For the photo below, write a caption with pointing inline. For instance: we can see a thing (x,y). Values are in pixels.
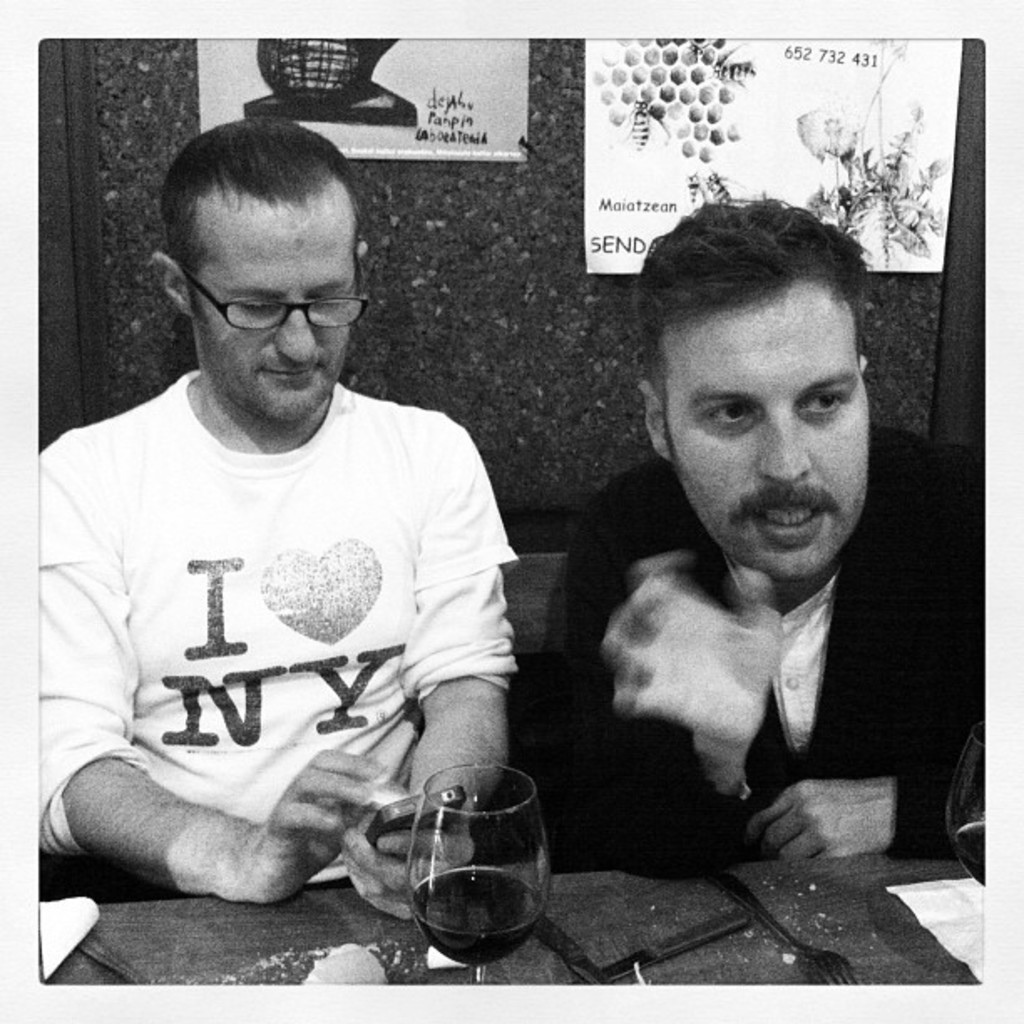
This is a black and white picture. In this picture, we see two men (704,677) are sitting on the chairs (561,610). The man (624,565) on the right side (740,667) is trying to talk something. In front of them, we see a table (346,916) on which spoons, forks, tissue papers (51,909) and a glass (461,947) containing the liquid (445,898) are placed. The man (129,560) on the left side (221,583) is wearing the spectacles (317,317) and he is holding a mobile phone (383,834) in his hands (320,781). In the background (478,294), we see a wall (433,251) on which posters (481,136) are pasted.
